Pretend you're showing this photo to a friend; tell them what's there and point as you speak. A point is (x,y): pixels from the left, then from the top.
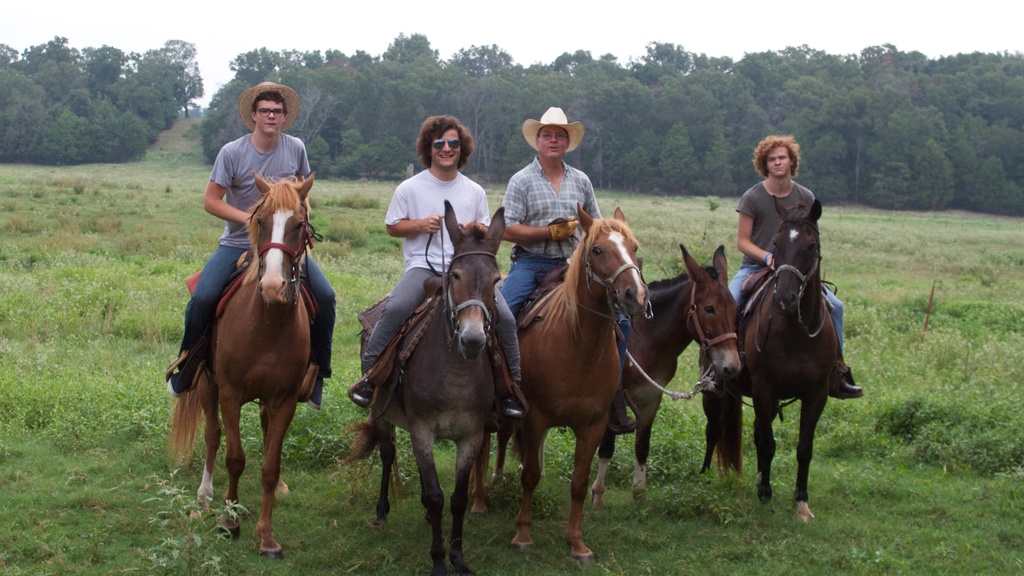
There are four people (274,164) sitting on horses (292,199) and we can see grass (150,530) and plants (230,519). In the background (442,18) we can see trees (445,90) and sky (261,10).
